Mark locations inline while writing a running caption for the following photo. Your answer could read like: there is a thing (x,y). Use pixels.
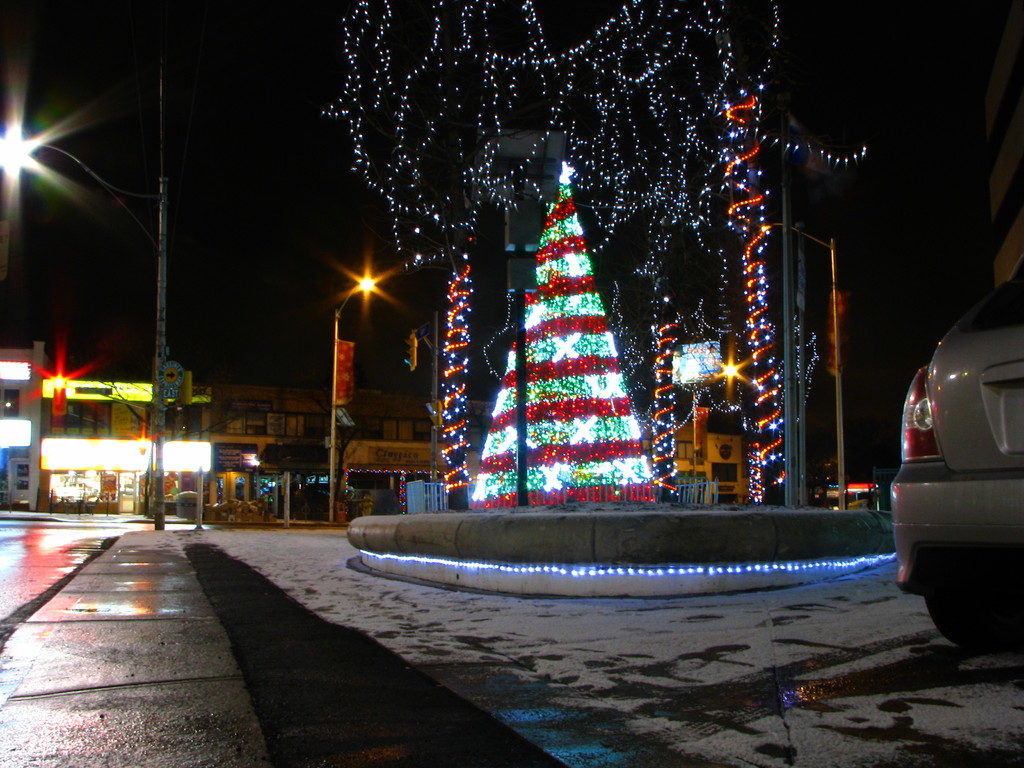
In this image I see the path (428,618) and I see a car (1014,485) over here and I see the decoration of lights (697,142) over here. In the background (19,352) I see the buildings (315,416) and I see the streetlights (21,150) and I see the sky (315,230) which is dark.
